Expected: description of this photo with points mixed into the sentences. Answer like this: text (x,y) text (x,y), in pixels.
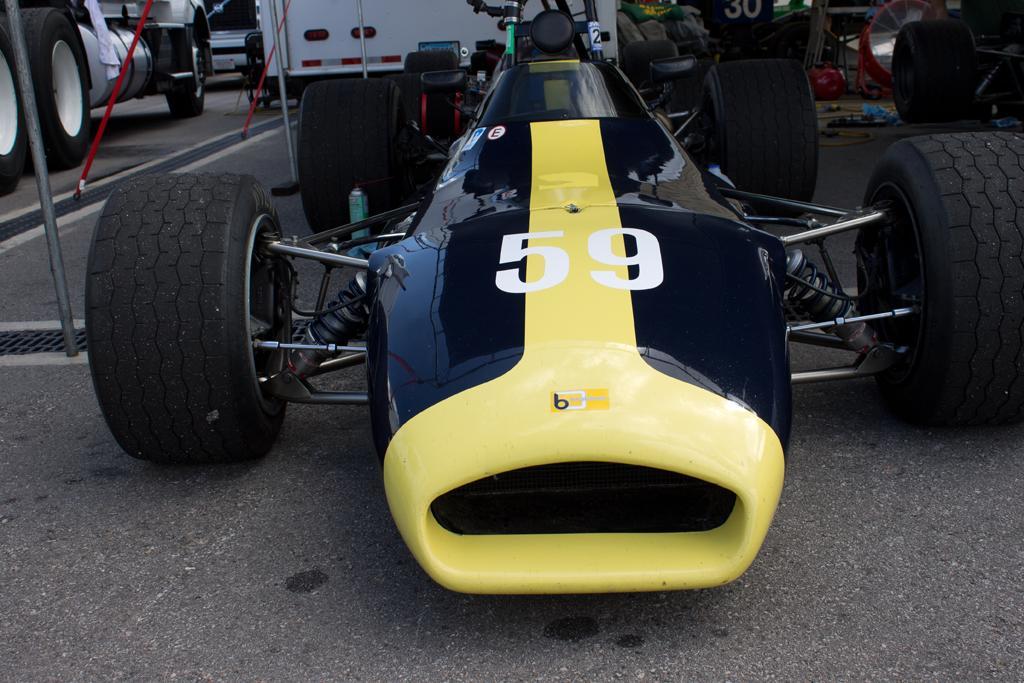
In front of the picture, we see the sports car (562,290) in black and yellow color. Behind that, we see a vehicle (367,45) in white color. On the left side (228,12), we see the vehicles (134,21). On the right side (916,113), we see the vehicles (915,71) and a board (759,14) in green and blue color. Beside the vehicles (802,21), we see some objects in blue and red color. At the bottom (202,580), we see the road (263,594).
